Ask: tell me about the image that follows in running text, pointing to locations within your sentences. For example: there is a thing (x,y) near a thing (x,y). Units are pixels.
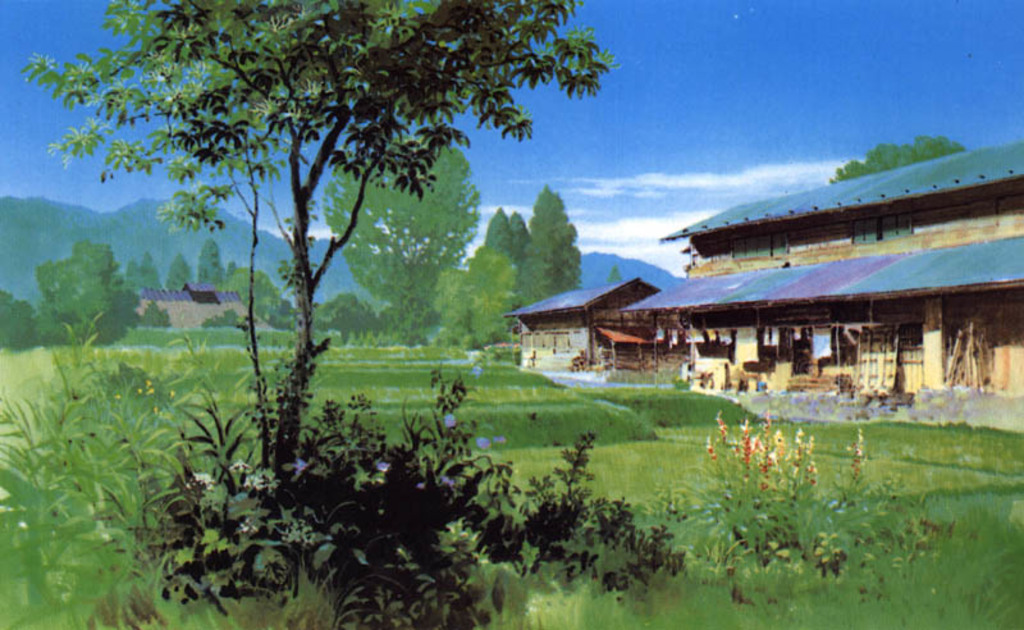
This is a painting. In this painting there are trees (238,282) and plants (707,475). On the right side (751,303) there is a building (729,264). In the background (738,122) there is sky (646,125).
